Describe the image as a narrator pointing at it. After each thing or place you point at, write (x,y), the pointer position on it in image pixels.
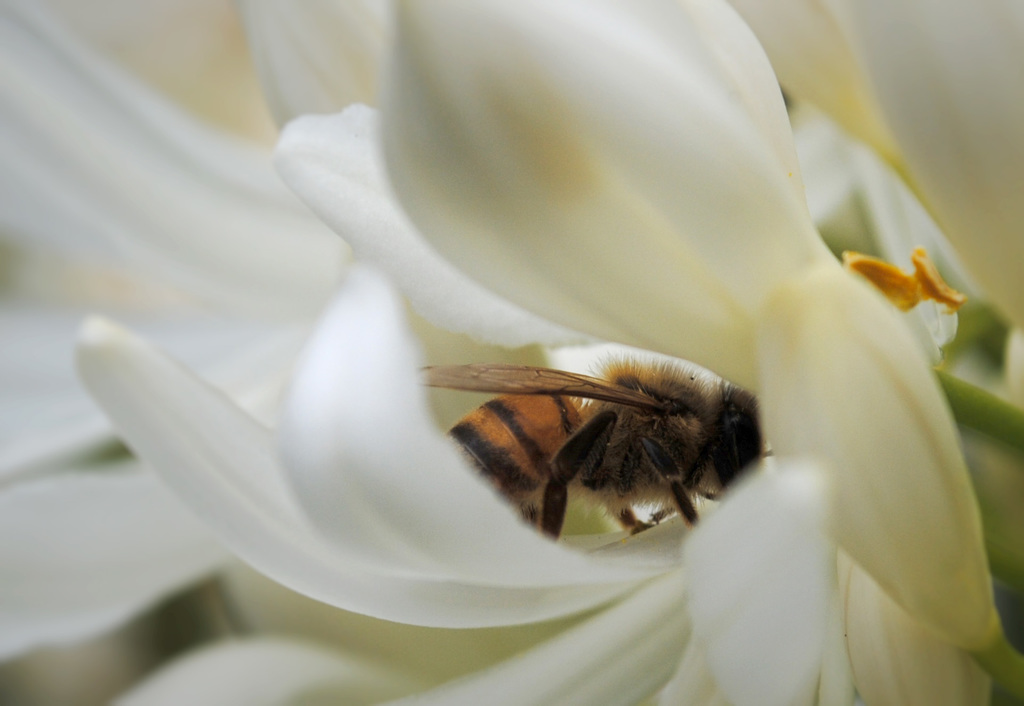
In this image I can see white colour flower (432,350) and a brown colour insect (537,463). I can also see this image is little bit blurry from background (1023,615).
